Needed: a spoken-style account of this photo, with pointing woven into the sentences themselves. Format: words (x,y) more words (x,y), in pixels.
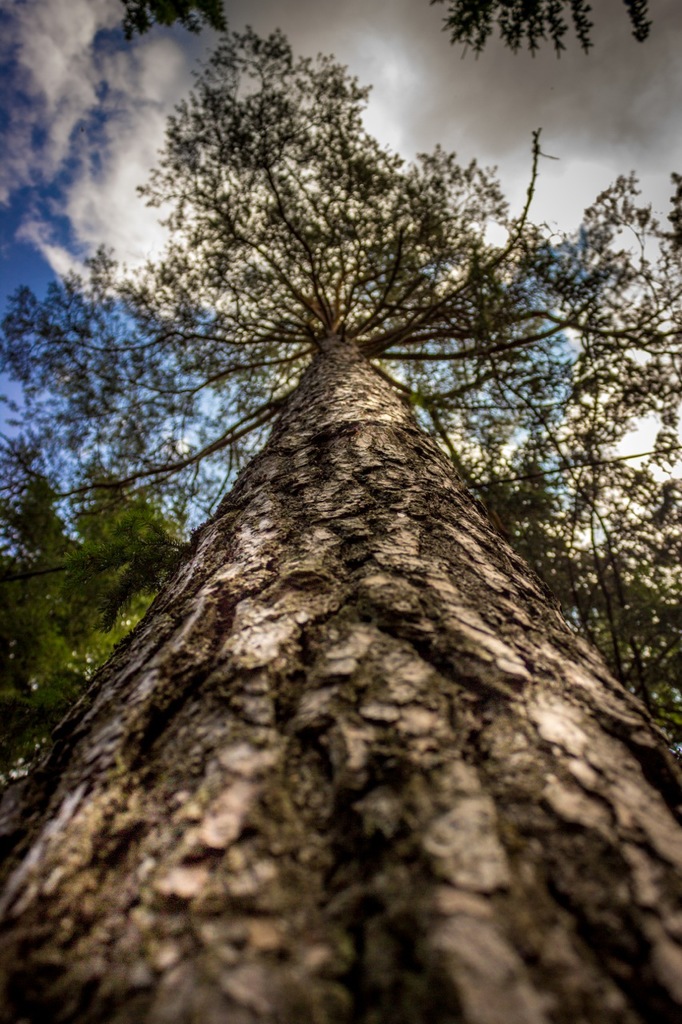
In the center of the image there is a tree (407,938). At the top of the image (407,150) there are clouds (545,115) and sky (35,253).
